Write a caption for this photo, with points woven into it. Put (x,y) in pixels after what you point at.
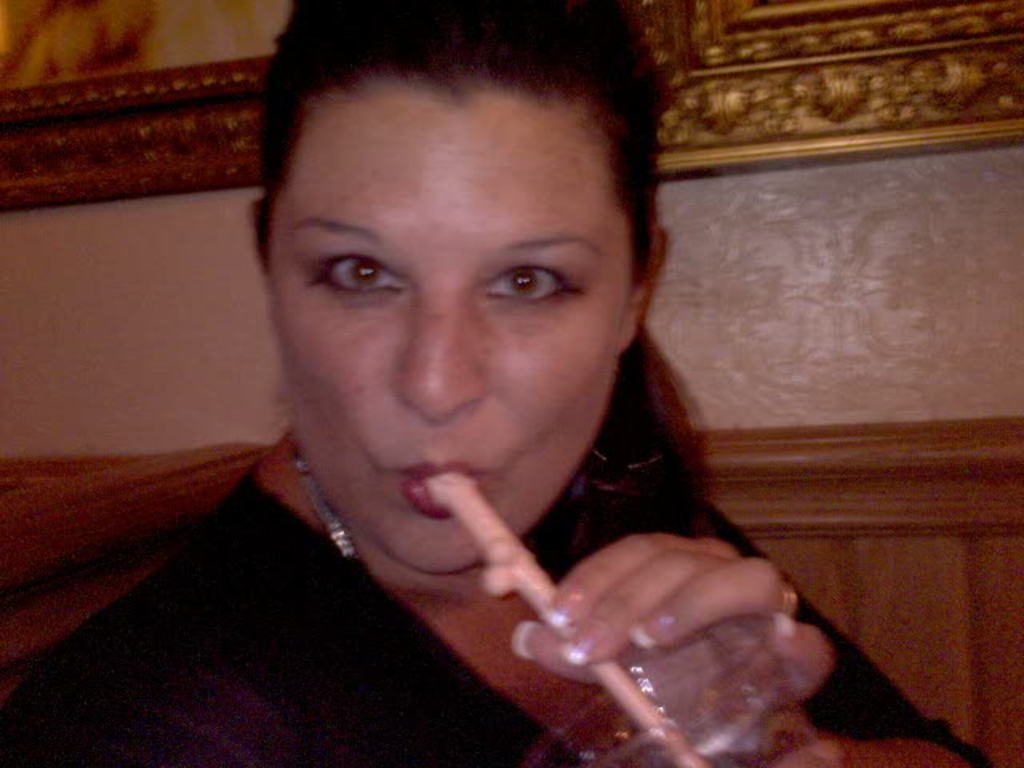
In this image we can see a woman (383,492) drinking something with straw (611,688). And behind a wall (153,320) is seen.
